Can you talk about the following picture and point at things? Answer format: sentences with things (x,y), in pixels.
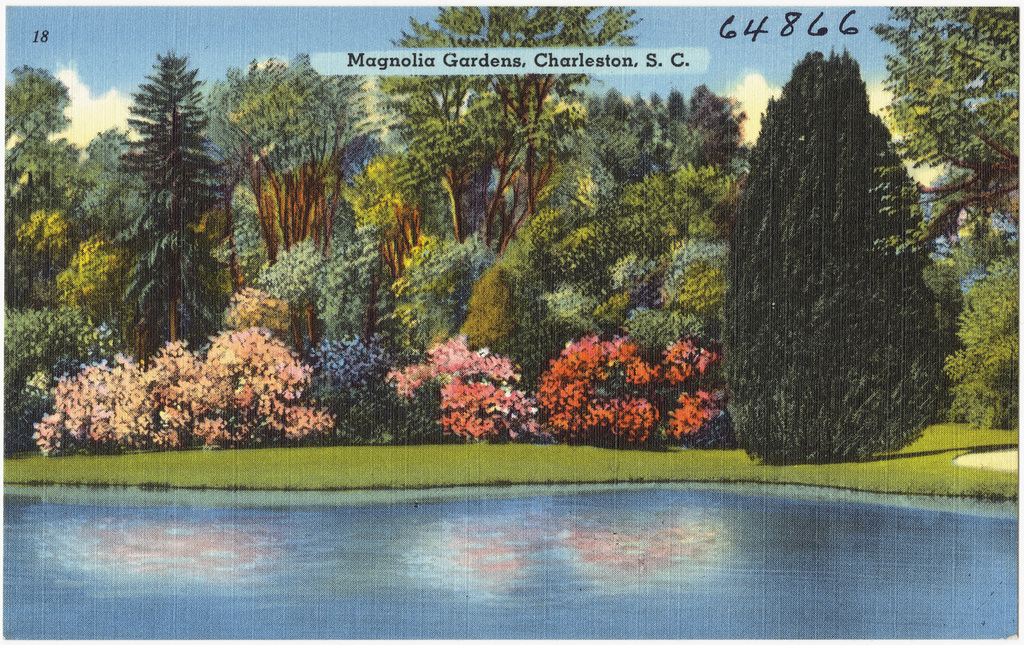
This image is a poster. In this image we can see the water (378,524), grass (403,462), flower plants (597,386) and also the trees (743,217). We can also see the sky (715,35) with some clouds (759,106). Image also consists of the text (678,60) and also numbers (759,24).
